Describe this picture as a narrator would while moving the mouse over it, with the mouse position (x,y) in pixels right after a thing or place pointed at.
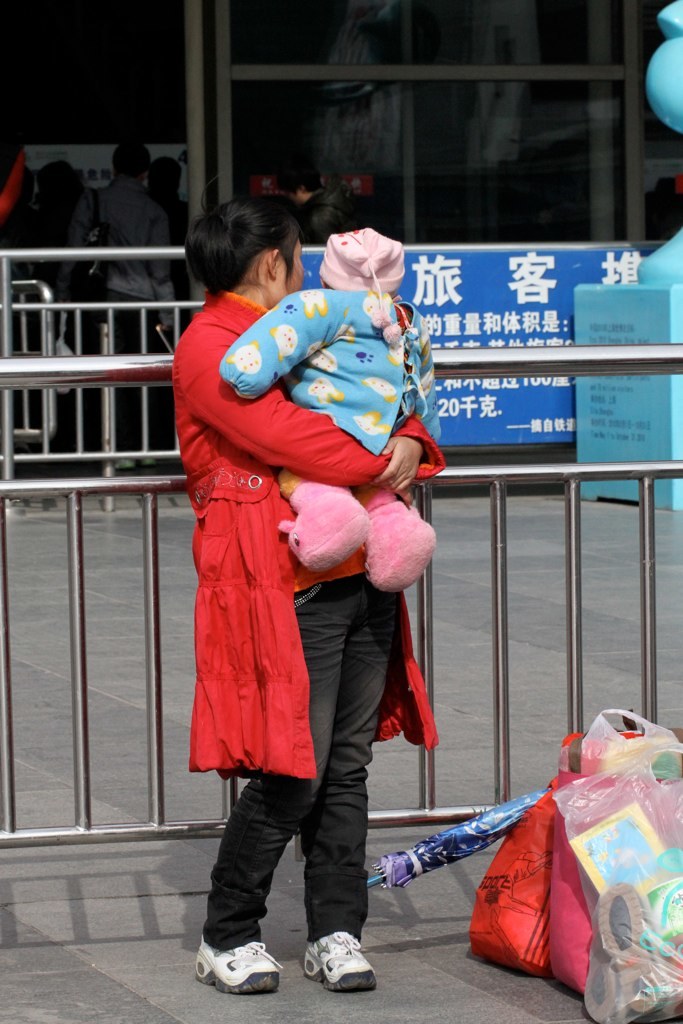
In this image we can see a person (369,589) is holding a kid (369,228). Here we can see bags (672,992), umbrella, road (400,784), railings (579,474), board (558,300), and an object (681,453). In the background (353,161) we can see people (140,210), pole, glass (543,192), and other objects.
